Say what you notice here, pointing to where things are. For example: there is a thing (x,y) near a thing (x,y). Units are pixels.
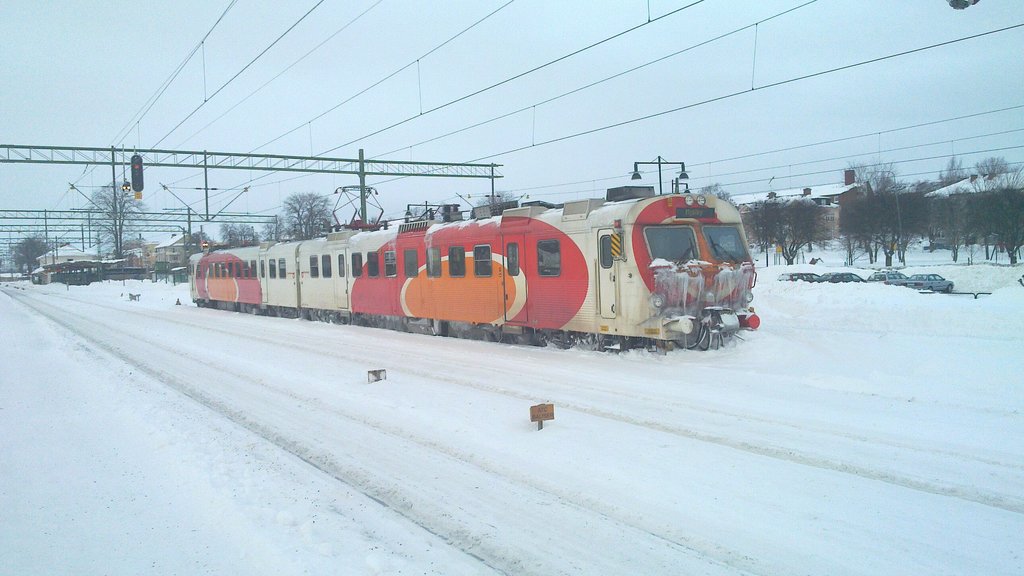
In this image we can see a train (637,314), snow (435,389) on the road (339,480) and objects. In the background (46,220) we can see trees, houses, electric poles (77,161), wires (304,18), objects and the sky (238,41).
